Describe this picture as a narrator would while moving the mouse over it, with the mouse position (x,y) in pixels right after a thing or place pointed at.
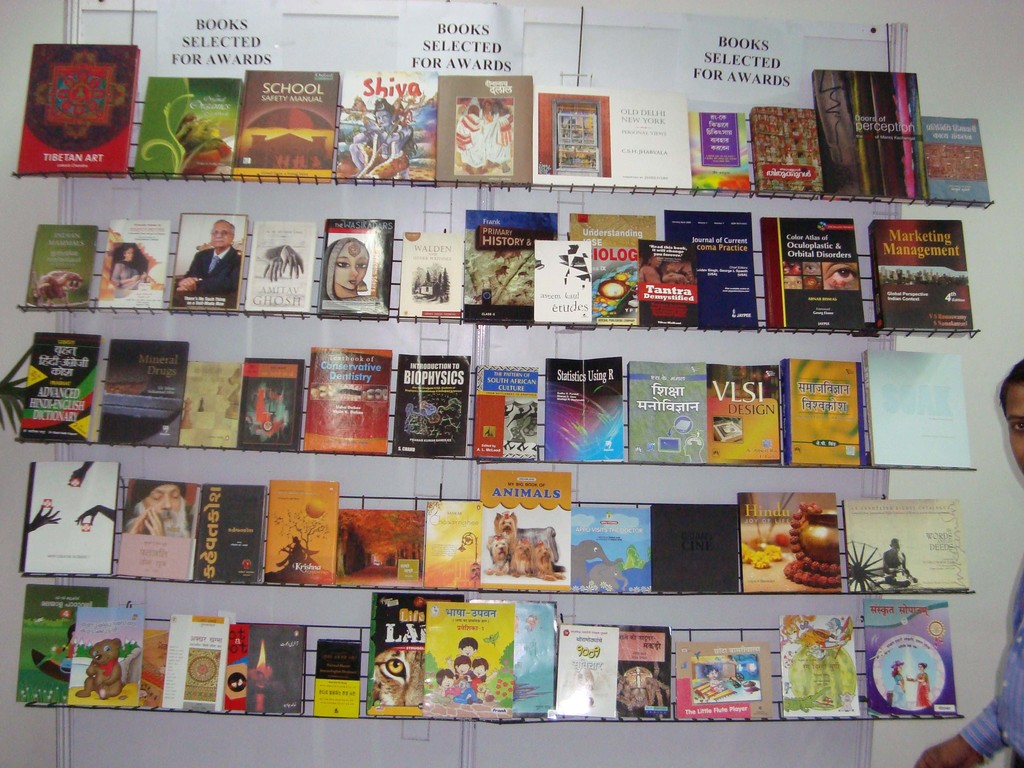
There are many books (466,372) in the shelves (819,593). A person (1017,722) is standing on the right (1000,666). There is a white wall (983,139) at the back (991,296).
